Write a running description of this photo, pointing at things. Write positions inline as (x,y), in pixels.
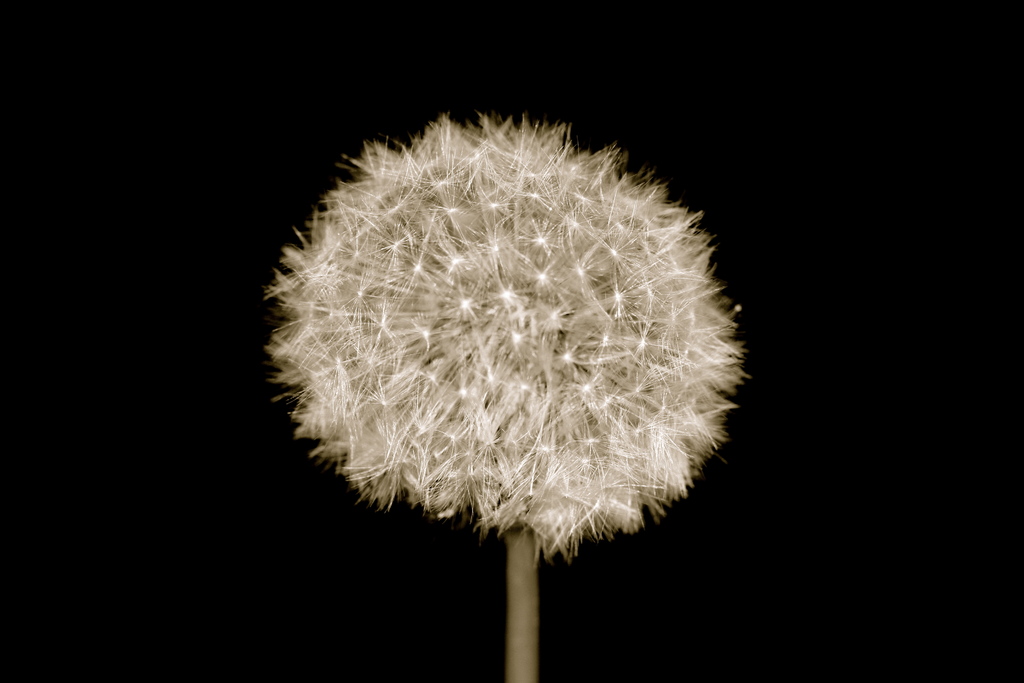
In this picture I can see there is a dandelion (561,456), it is attached to a stem (529,538) and the backdrop (29,642) is dark.
